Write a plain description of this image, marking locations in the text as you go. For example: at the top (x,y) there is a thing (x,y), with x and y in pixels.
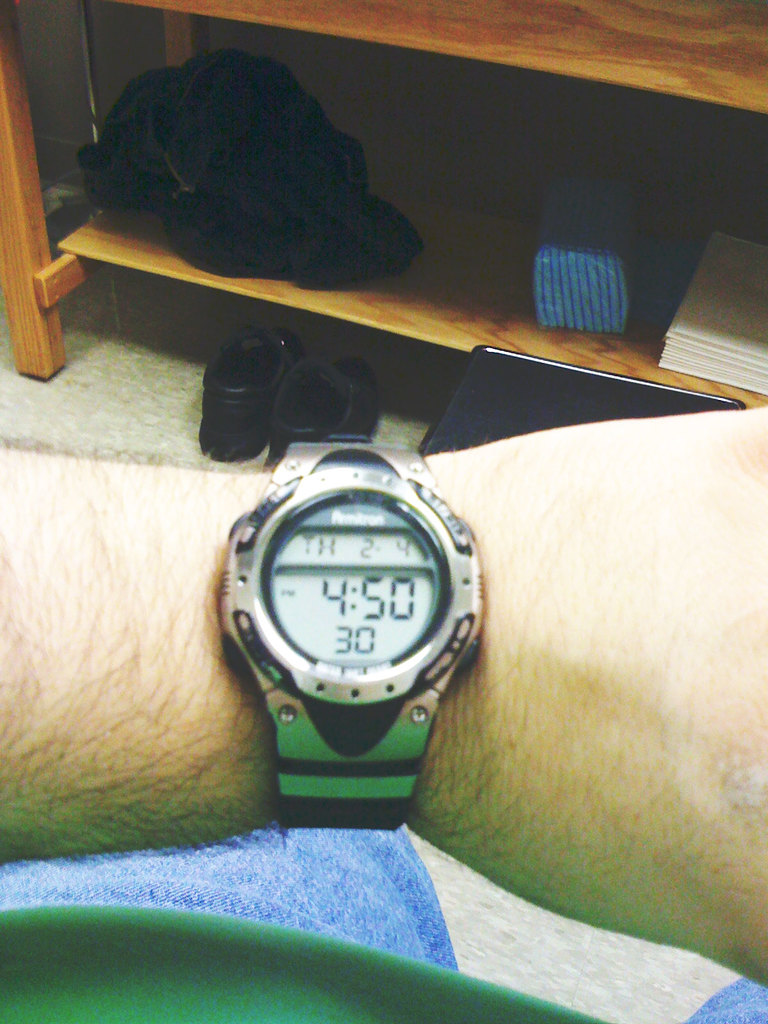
In this picture I can observe a digital watch (323,630) to the wrist (143,527) of a human hand (120,513). I can observe black color shoes (226,364) placed on the floor (174,420). There are some papers (712,305) and a cloth (216,174) placed in the wooden rack (15,171). In the background (511,116) there is a wall (109,77).
